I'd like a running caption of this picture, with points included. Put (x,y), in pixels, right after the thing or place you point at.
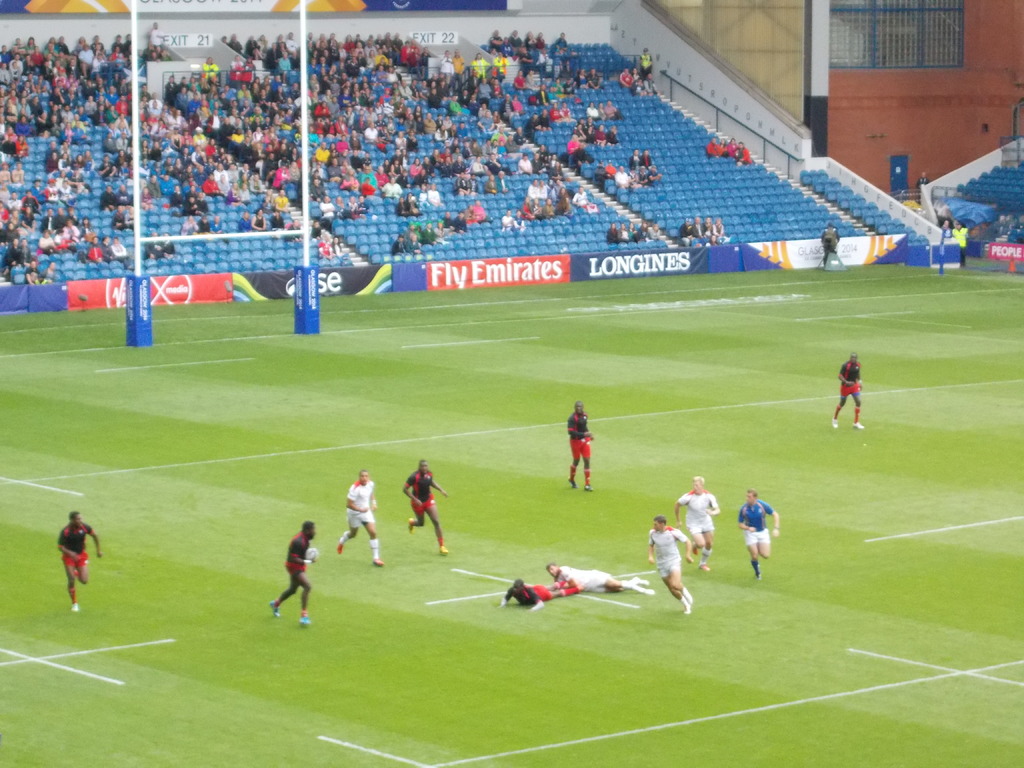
This is a stadium (373,365). People (309,522) are playing rugby game. In the background (156,188) there are audience (332,163) sitting on the chair (420,248) and poles (310,262) and hoardings (635,255).
